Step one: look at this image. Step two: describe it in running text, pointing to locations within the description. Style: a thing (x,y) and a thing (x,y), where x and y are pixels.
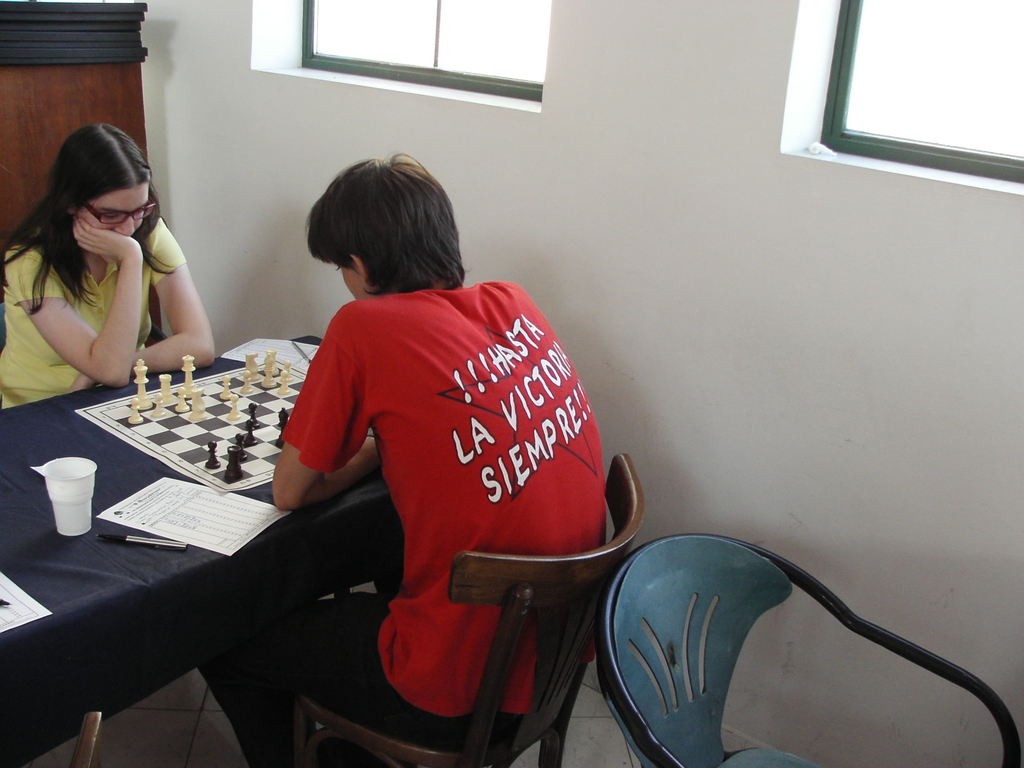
a man (406,450) and a woman (188,305) sitting on chairs (477,566) in front of a table (139,479). On the table (173,471) i can see a paper (182,503), chess board (179,453) and a cup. in the background (235,269) i can see the wall (238,138) and the window (371,49).
